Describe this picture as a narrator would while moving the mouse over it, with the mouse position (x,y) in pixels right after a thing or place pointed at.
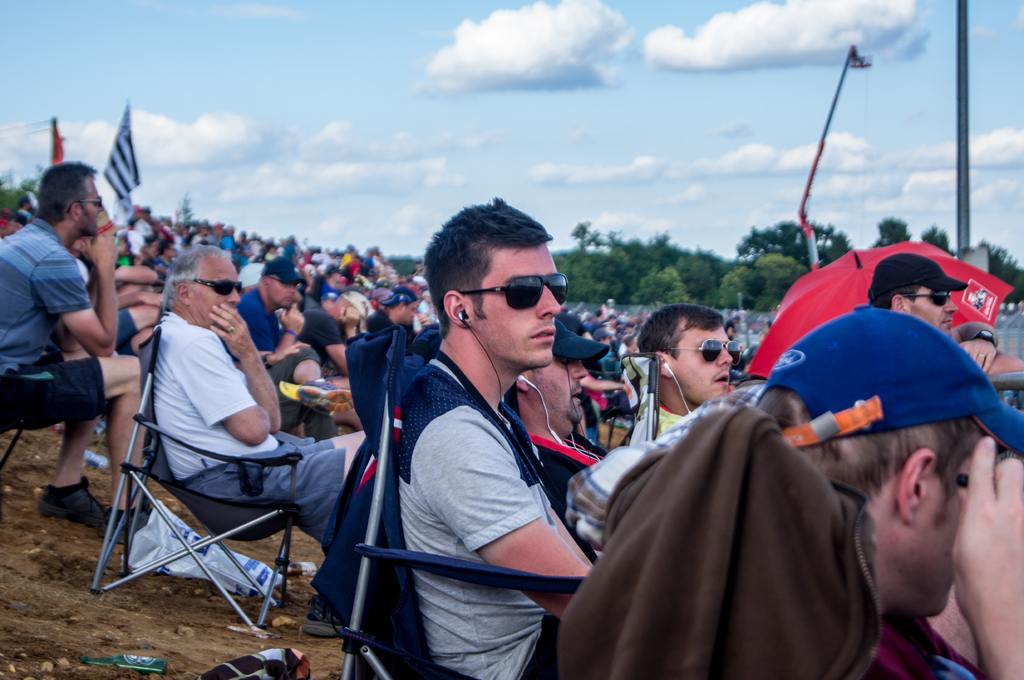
There are group of people (296,424) sitting in the chairs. These are the trees (624,273). This looks like a pole (961,69). I can see the trees (607,263) in the sky (246,137). I think this is a flag (139,171) hanging.
